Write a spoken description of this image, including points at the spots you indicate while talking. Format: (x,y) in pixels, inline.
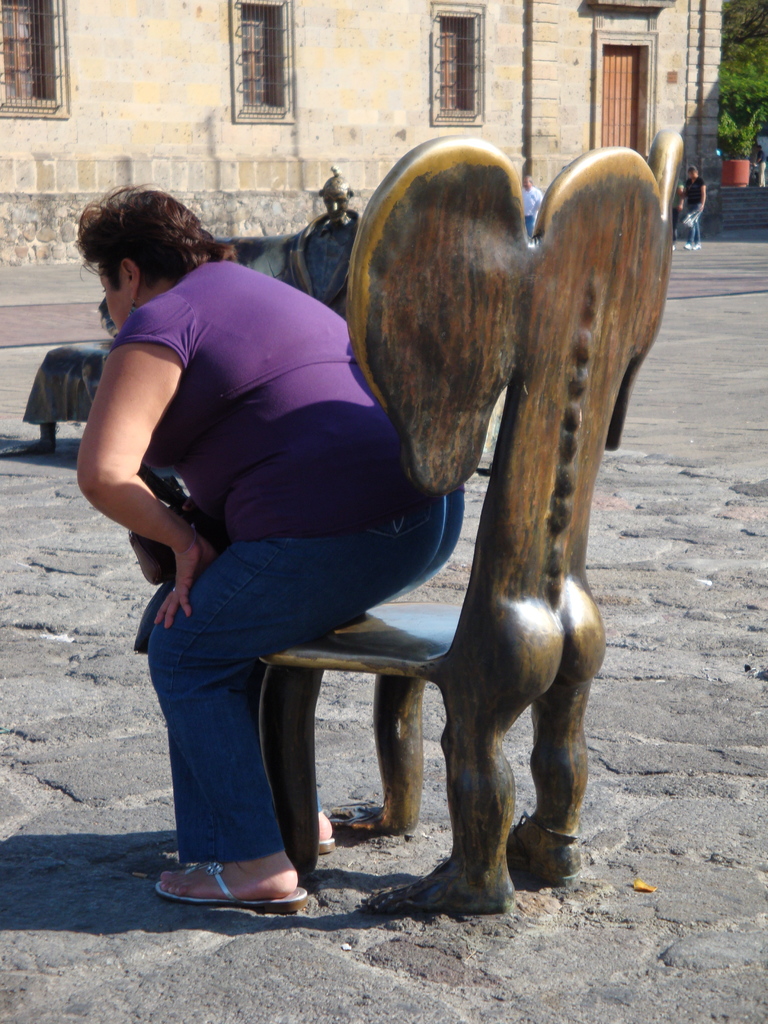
On the background (353,154) we can see a house (584,109) with door (605,99) and windows (19,15). Here we can see trees (738,111). We can see persons (531,201) walking near to the house (542,168). Here we can see one women (251,284), she is about to sit on a chair (542,639).
